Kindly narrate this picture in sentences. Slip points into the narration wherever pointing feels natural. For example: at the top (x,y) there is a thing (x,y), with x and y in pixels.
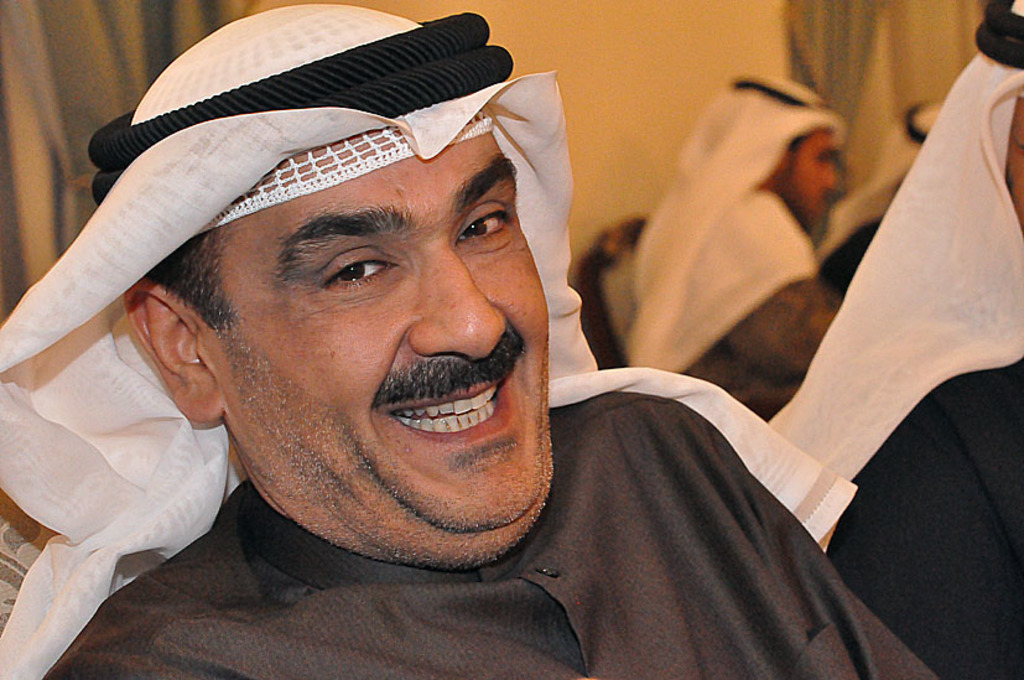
In this image we can see a person (631,461) wearing a black color dress (611,631) and white colored headwear (58,278) is smiling. The background of the image (88,110) is slightly blurred, where we can see a few more people (756,227), curtains (901,97) and the wall (571,49).
